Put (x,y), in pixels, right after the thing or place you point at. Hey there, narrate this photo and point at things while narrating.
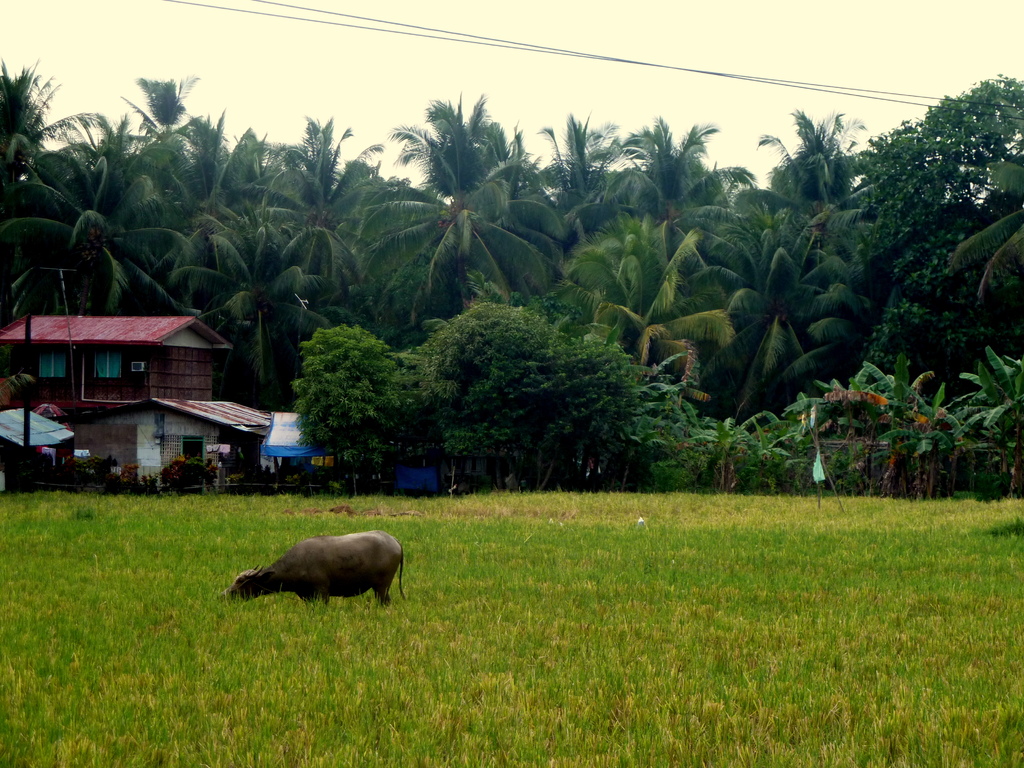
This picture is taken from the outside of the city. In this image, in the middle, we can see a buffalo (400,558) eating grass (427,590). On the left side (120,382), we can see a house (138,394), air conditioner (144,370), glass window (101,361). On the left side (241,442), we can also see a hut (236,440), plants (347,479). In the background (500,376), we can see some plants (901,404), trees (637,283), electric wires (797,88). at the top (828,44), we can see a sky (847,50), at the bottom (953,564), we can see some plants (674,579) and a grass (427,642).
